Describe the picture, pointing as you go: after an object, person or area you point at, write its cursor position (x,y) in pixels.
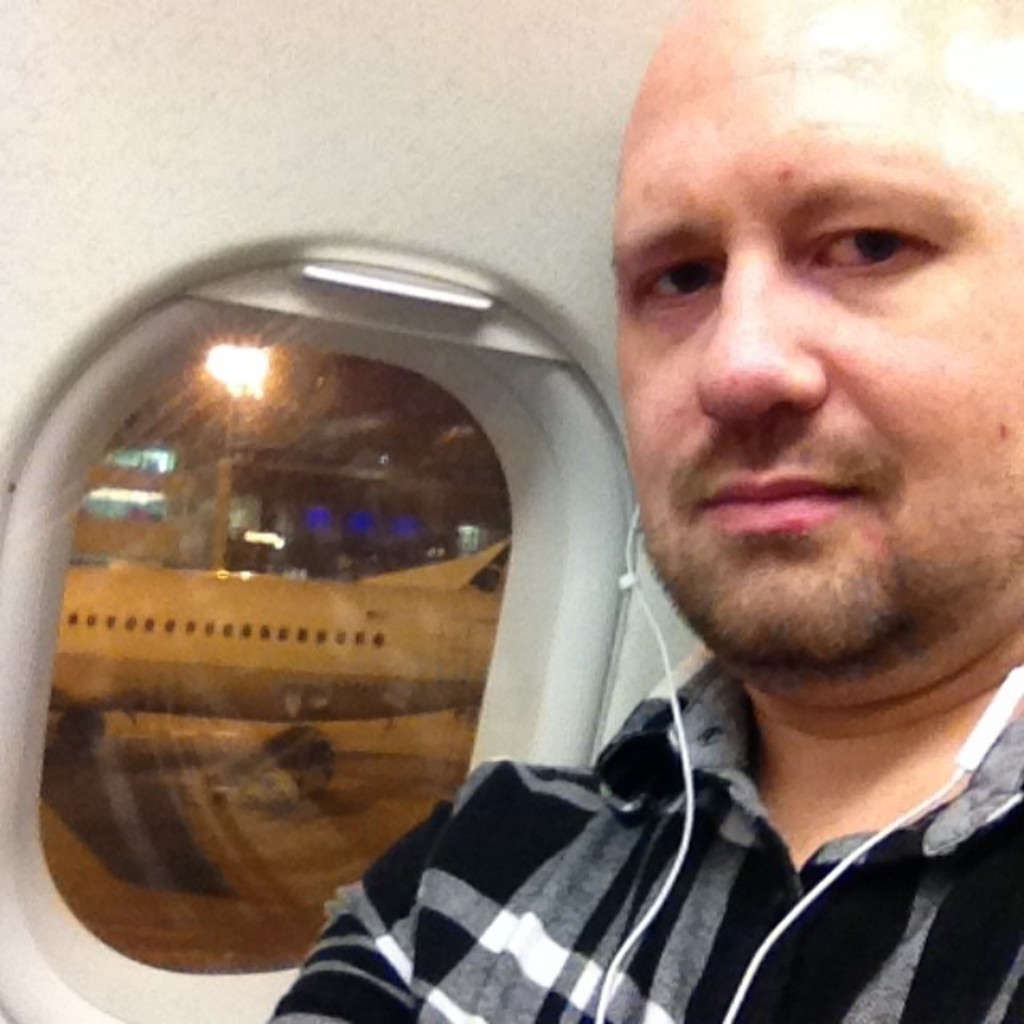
In this image I can see a person (581,893) wearing white and black colored dress (695,912) and the window (204,774) of the aeroplane (282,329). Through the window (280,523) I can see another aeroplane (231,660), a building (397,509) and a light (214,364).
